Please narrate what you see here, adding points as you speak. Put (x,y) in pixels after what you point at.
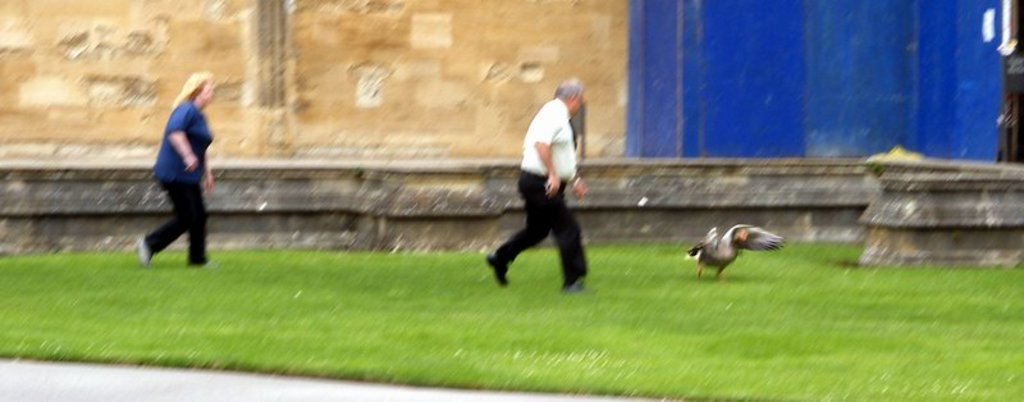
This is an outside view. Here I can see the grass (532,305) on the ground (712,305). On the right side (753,237) there is a bird (709,254). There are two persons (197,203) running towards the bird (716,248). In the background (506,83) there is a wall (481,91). In the bottom left-hand corner (115,393) there is a road (61,390).
